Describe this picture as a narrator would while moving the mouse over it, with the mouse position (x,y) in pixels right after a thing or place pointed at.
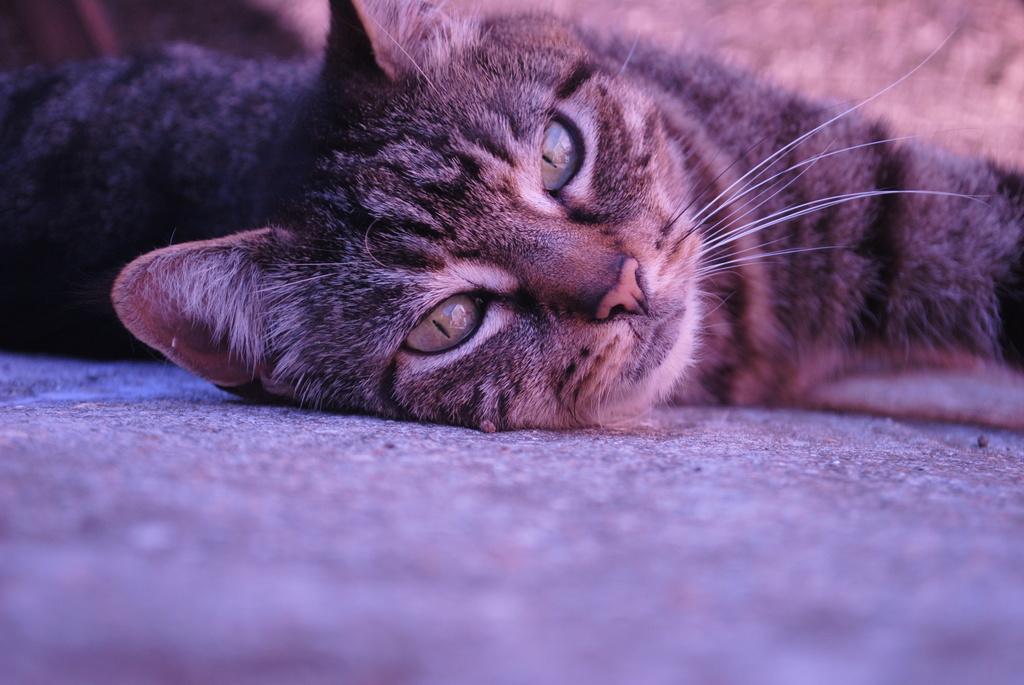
In this picture we can observe a cat (486,198) laying on the ground (378,487). The cat (460,136) is in grey color.
